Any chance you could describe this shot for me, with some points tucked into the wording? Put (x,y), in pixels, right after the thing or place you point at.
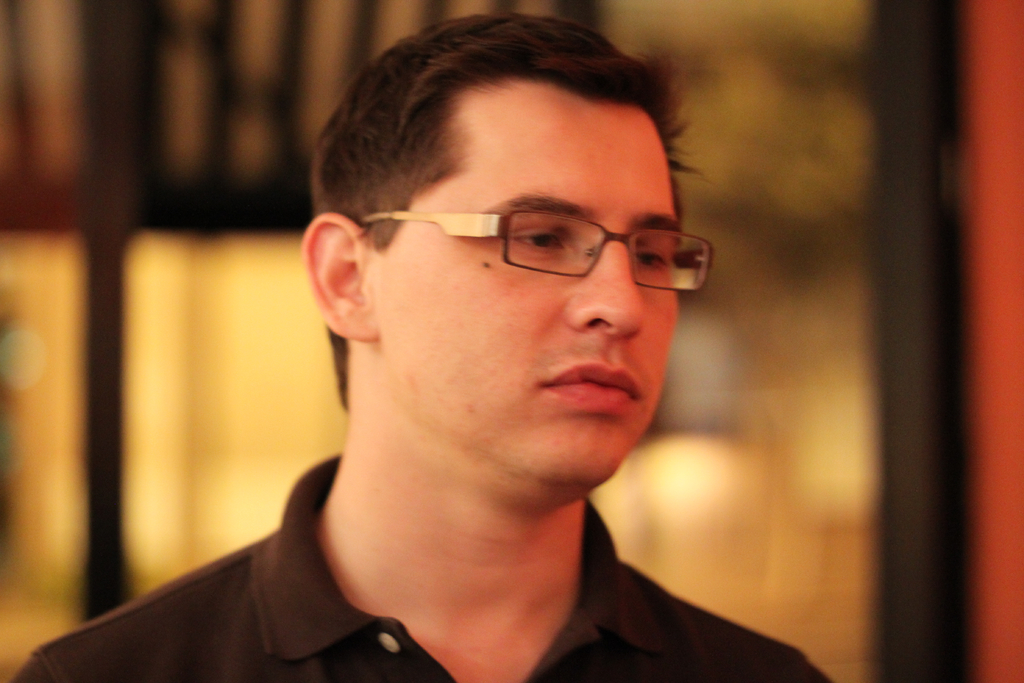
In this image, I can see the man (473,616) with a black T-shirt (321,619) and spectacle (518,220). The background (251,81) looks blurry.
